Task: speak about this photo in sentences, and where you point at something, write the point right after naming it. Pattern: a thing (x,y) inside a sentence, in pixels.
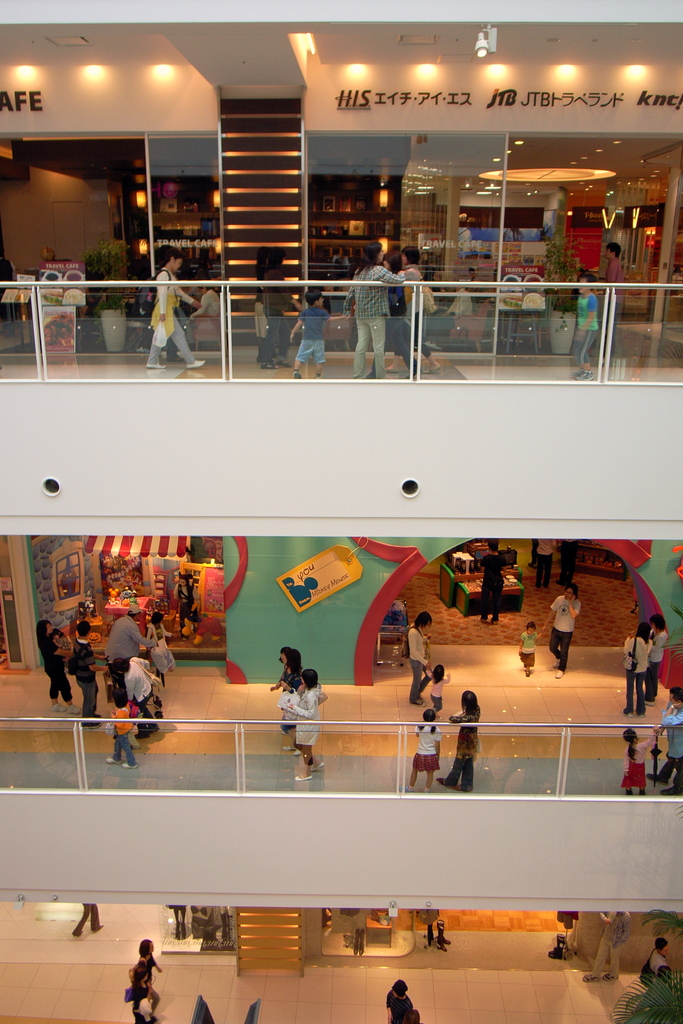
In this image we can see a building (309,234) with railings (371,795). Also there are many people (640,666). And there are steps (242,312). And there are name boards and lights (271,208).
